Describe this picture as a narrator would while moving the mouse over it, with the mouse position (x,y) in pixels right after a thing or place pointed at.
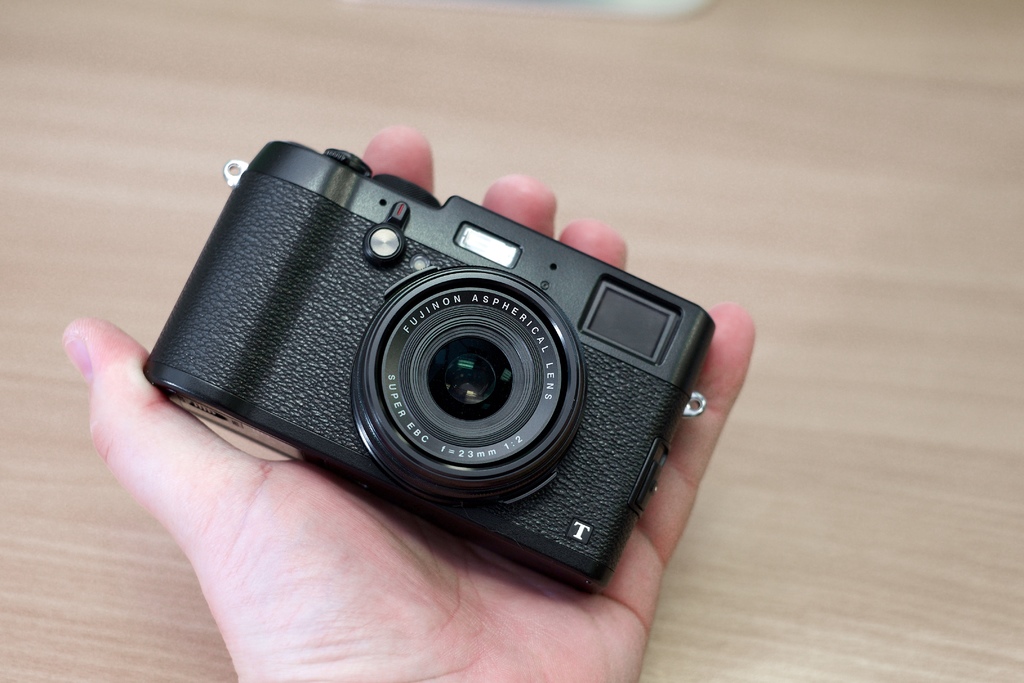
In the image, there is a hand (284,552) and it is holding a camera (285,358).
